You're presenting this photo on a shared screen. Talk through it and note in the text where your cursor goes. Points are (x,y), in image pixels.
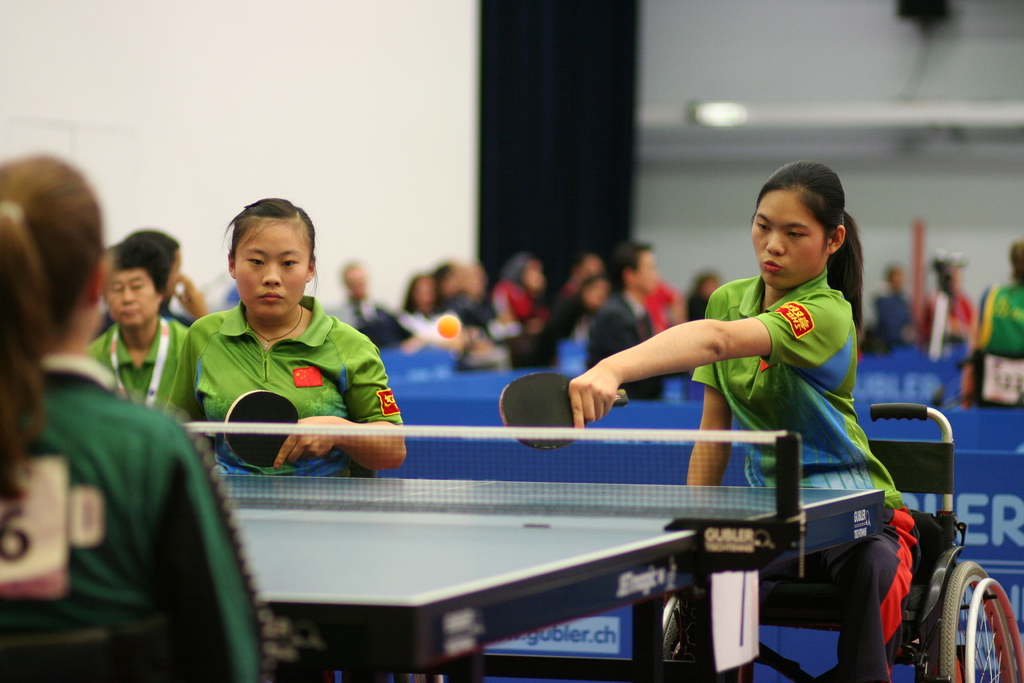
These three persons (781,408) are sitting and playing table tennis, these two person (381,446) holding bat (557,443). On the background (747,164) we can see wall (451,191), persons (995,318).
